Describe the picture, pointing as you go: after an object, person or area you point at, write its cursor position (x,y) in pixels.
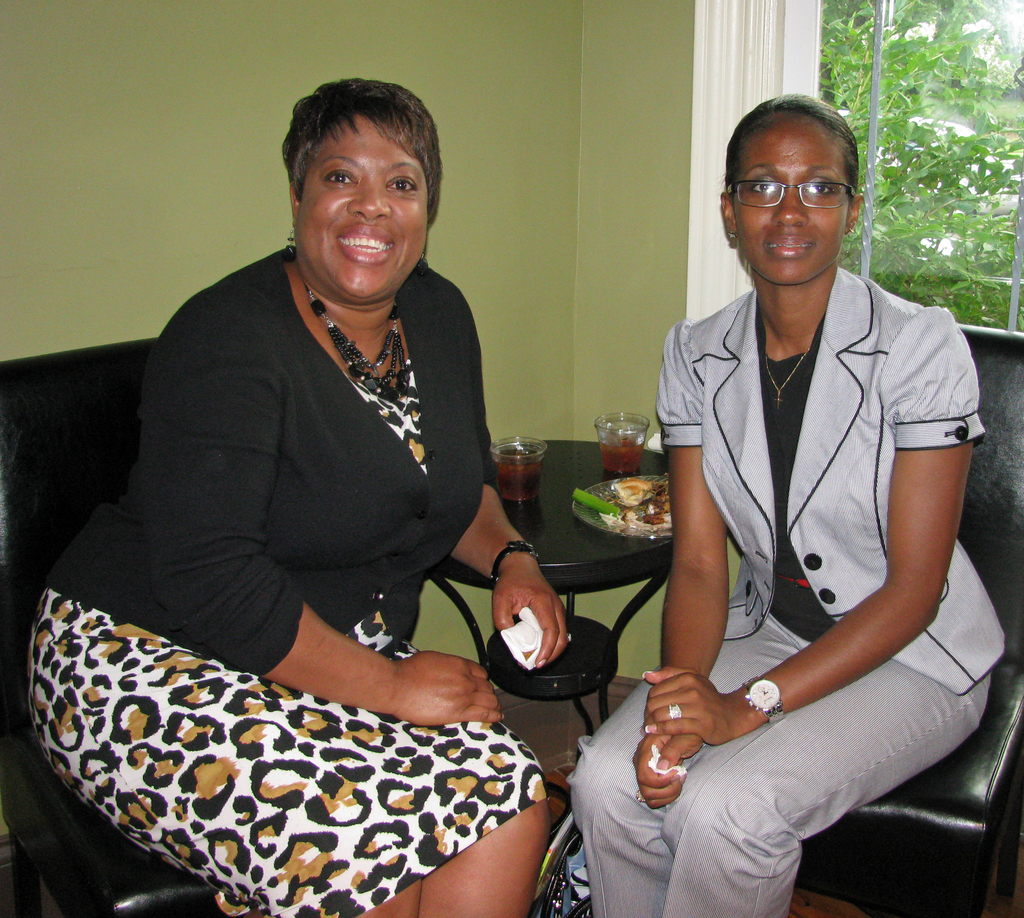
In this picture we can see two women (466,536), they are seated and smiling, beside to them we can find few glasses (529,494) and a plate (582,515) on the table (553,502), in the background (942,213) we can see few trees (927,208).
